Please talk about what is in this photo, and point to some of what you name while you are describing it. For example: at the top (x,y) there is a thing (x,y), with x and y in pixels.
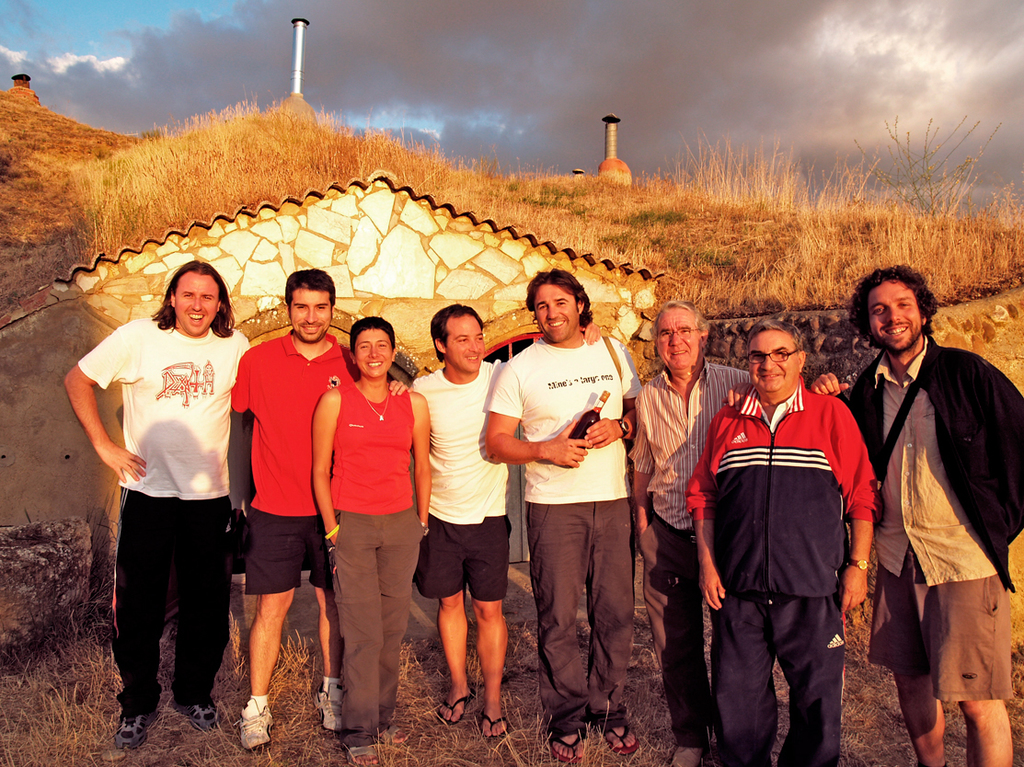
In the picture we can see a group of people (325,595) standing on the grass surface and smiling and behind them, we can see a house (403,258) behind it, we can see a hill (52,260) covered with dried grass (76,221) and on it we can see some poles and in the background (279,73) we can see a sky (552,91) with clouds (536,69).
